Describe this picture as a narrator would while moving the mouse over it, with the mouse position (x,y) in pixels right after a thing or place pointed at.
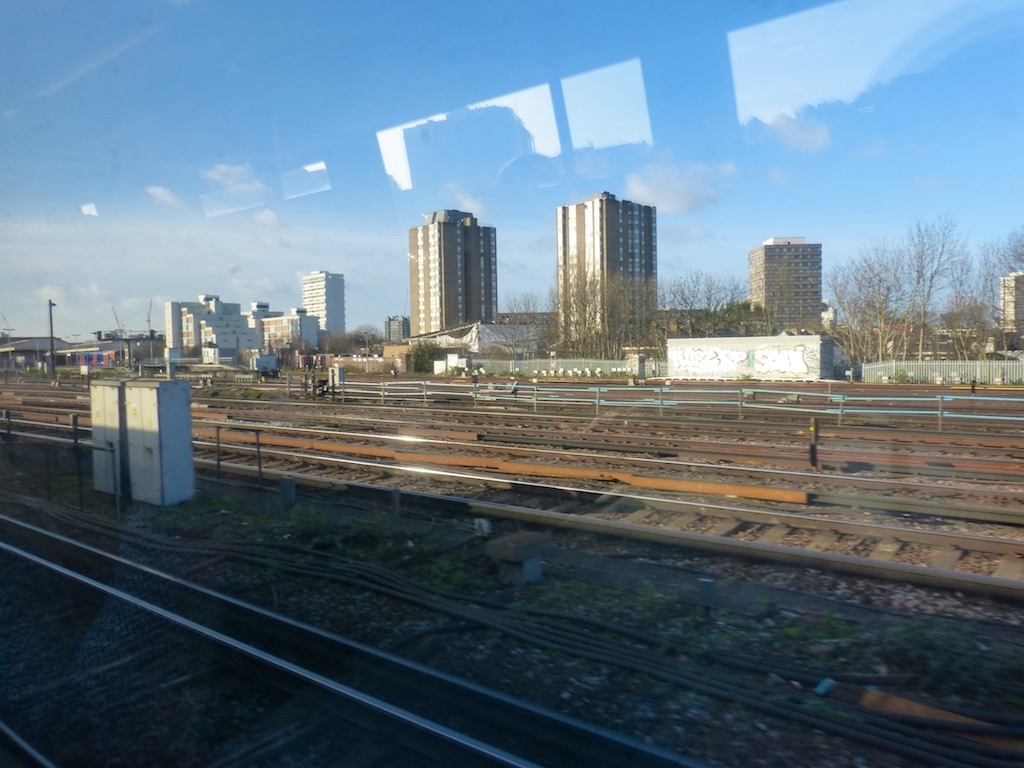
There are railway tracks (416,451). There are pipes (325,576) and cabins (130,419). In the background (326,272) there are buildings (621,284), trees (597,288) and sky (461,70).
